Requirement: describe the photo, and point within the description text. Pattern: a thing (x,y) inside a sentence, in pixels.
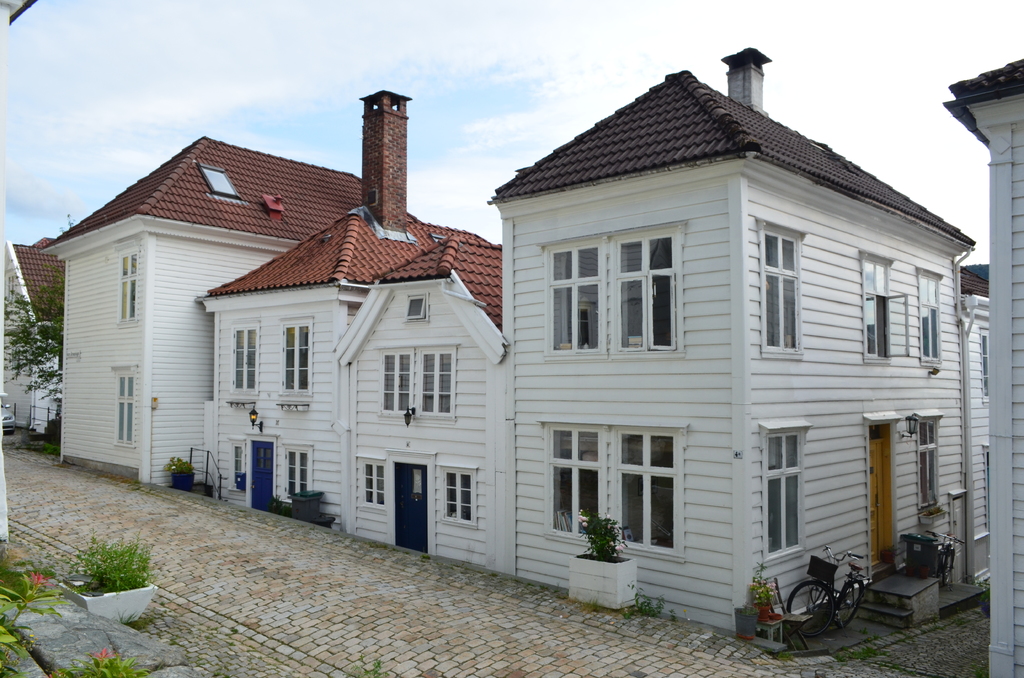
This picture is taken from outside of the city. In this image, on the right side (779,582), we can see a wall (1010,236) of a house (851,538), two bicycles (862,555), staircase (924,593). On the left side (49,607), we can see some stones (86,630), flower pot (78,598), plants (37,574), flowers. In the background (379,385), we can see a building (378,436), door (401,509), glass window (677,342), trees (60,296), car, plants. At the top (491,101), we can see a sky (494,59), at the bottom (304,542), we can see a brick floor (262,548).
